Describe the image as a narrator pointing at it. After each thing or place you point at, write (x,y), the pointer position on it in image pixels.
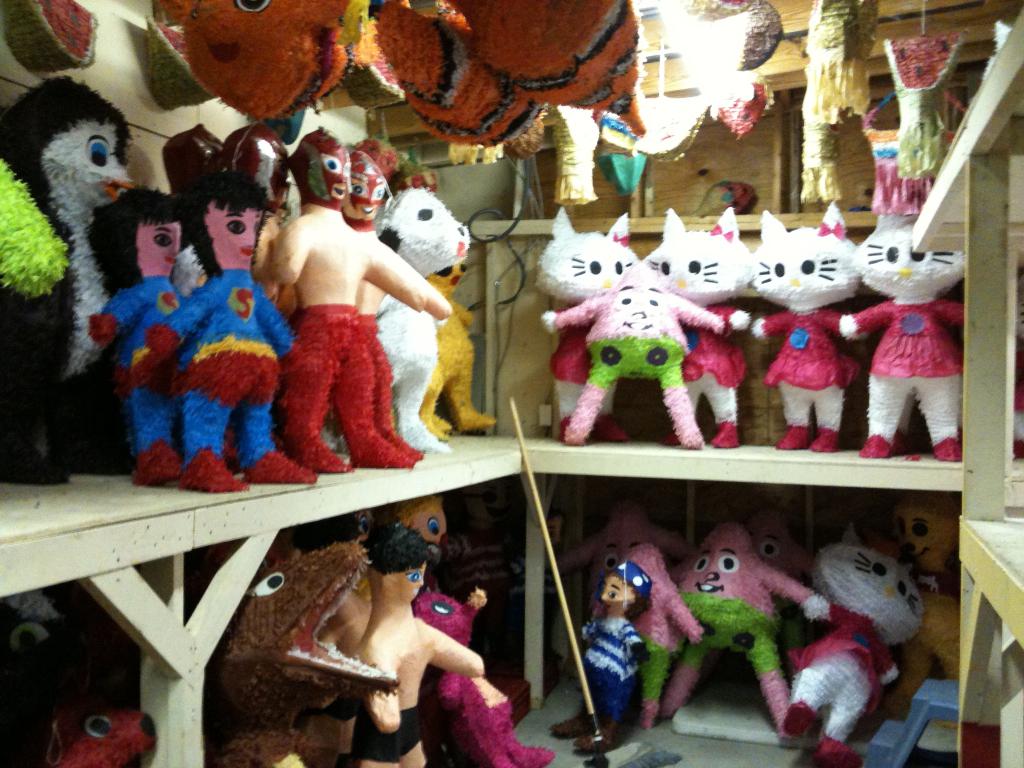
In this image we can see toys (326,416) placed in a racks (195,650). In the background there is a wall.
